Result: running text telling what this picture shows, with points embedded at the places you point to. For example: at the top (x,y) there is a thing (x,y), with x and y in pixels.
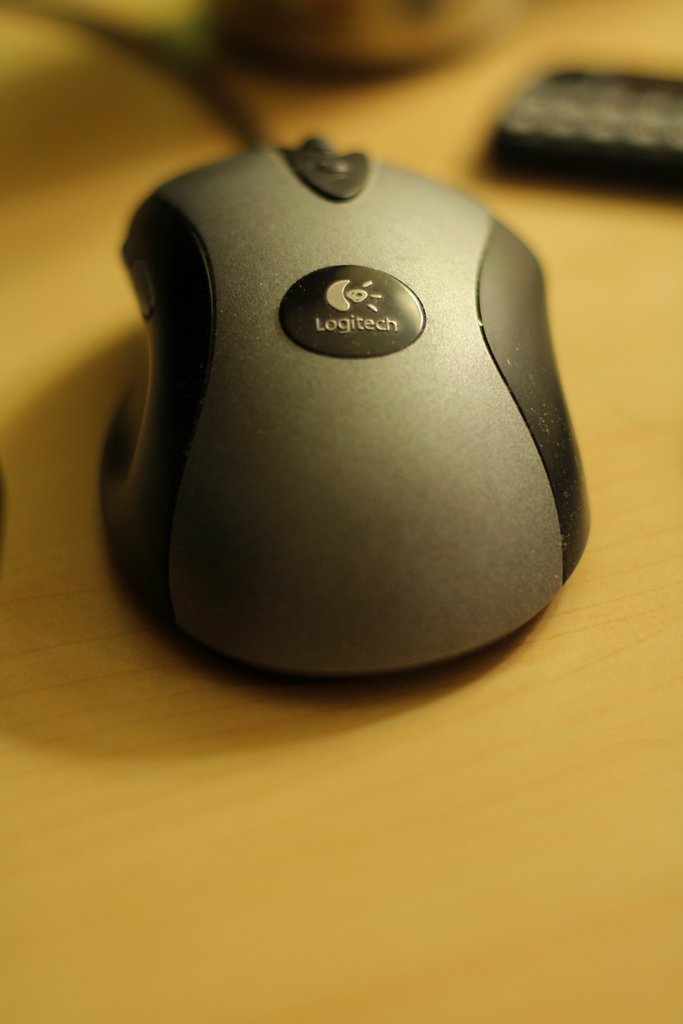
In this picture we can see a mouse (193,562) on the wooden surface (55,445) and in the background (379,29) we can see some objects (592,88) and it is blurry.
